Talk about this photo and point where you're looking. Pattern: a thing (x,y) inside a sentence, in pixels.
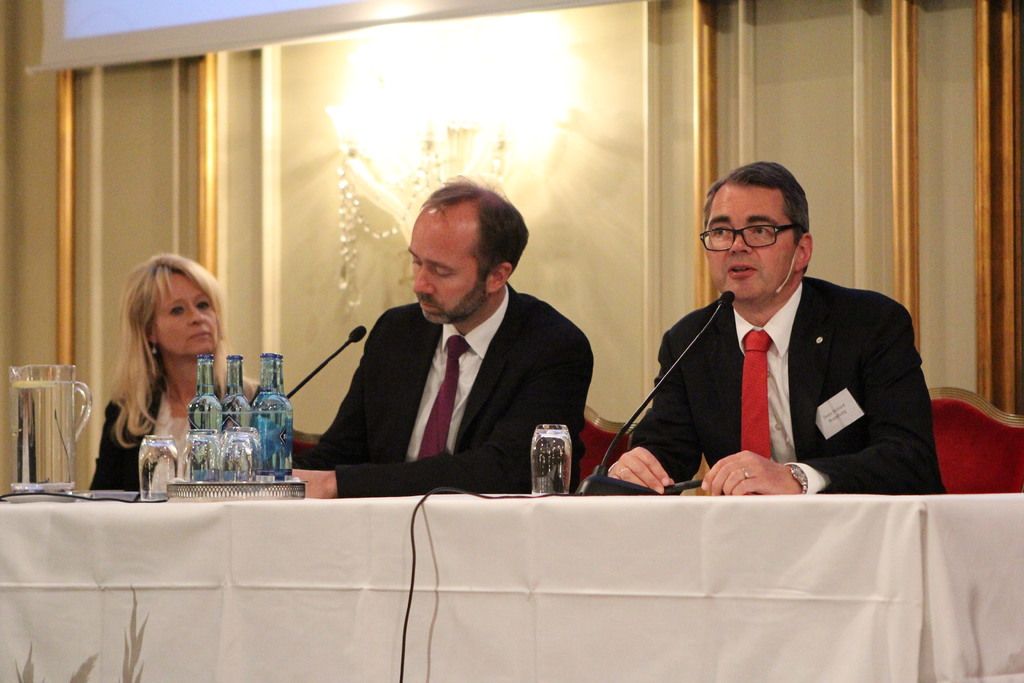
In this image, there are a few people (495,340) sitting. We can see a table (628,612) covered with a cloth (123,507) and some objects (233,487) like glasses (197,470), bottles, microphones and wires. We can also see the wall (728,140) with some objects (446,182). We can see a screen (39,69) at the top (590,5). We can see some light (375,50).
